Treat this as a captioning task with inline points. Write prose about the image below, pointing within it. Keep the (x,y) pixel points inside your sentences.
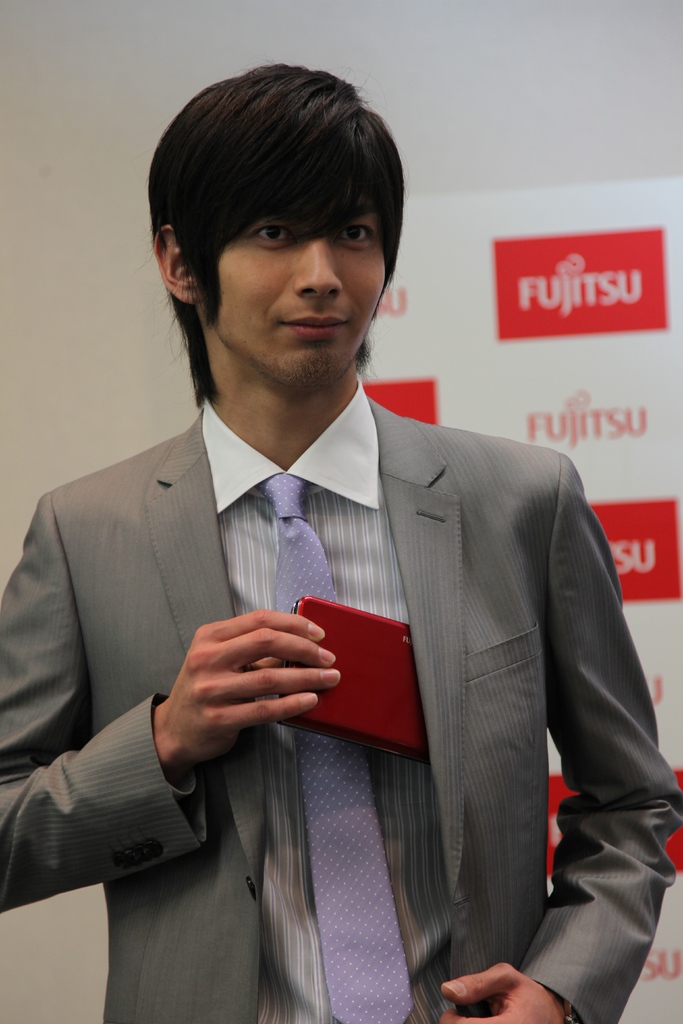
In this picture there is a man (220,271) in the center of the image (307,383), by holding a mobile (391,705) in his hand (294,637) and there is a poster (434,395) in the background area of the image (438,199).
